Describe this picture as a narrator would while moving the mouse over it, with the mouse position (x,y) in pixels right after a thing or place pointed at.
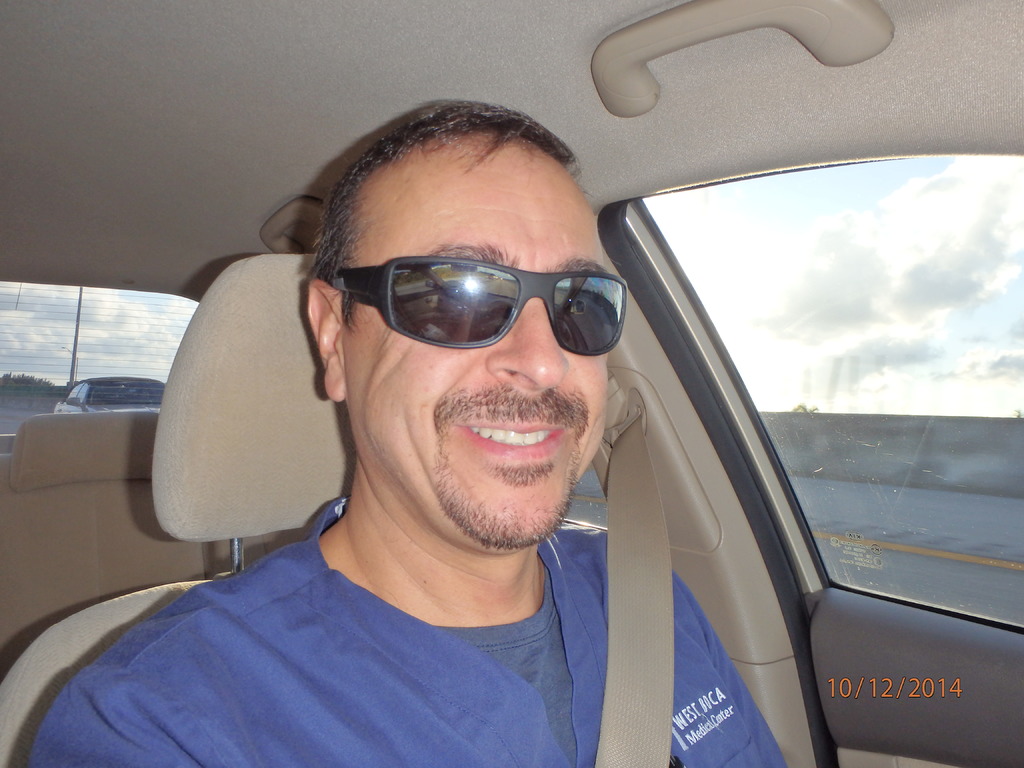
Man (358,624) in blue t-shirt (407,656) who is wearing goggles (501,268) is sitting on the seat (245,449) in the car (116,166). Behind him, we see a car (111,390) moving on the road (10,412) from the glass (86,390) of the car (156,418). On the right side of the picture (791,273), we see sky (874,338) and clouds (916,237) from the window (831,182).
